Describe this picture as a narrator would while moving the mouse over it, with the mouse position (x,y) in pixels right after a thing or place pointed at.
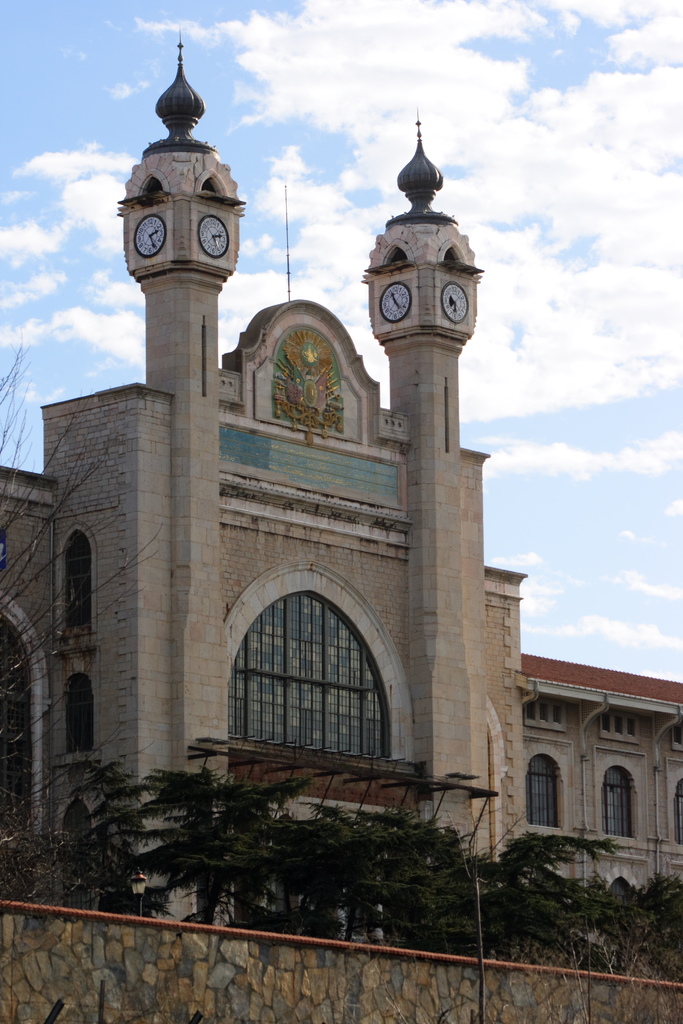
In the center of the image (295,660) we can see a building (347,721). At the bottom (229,878) there are trees (401,947) and a wall (396,979). In the background (332,107) there is sky (44,58).
